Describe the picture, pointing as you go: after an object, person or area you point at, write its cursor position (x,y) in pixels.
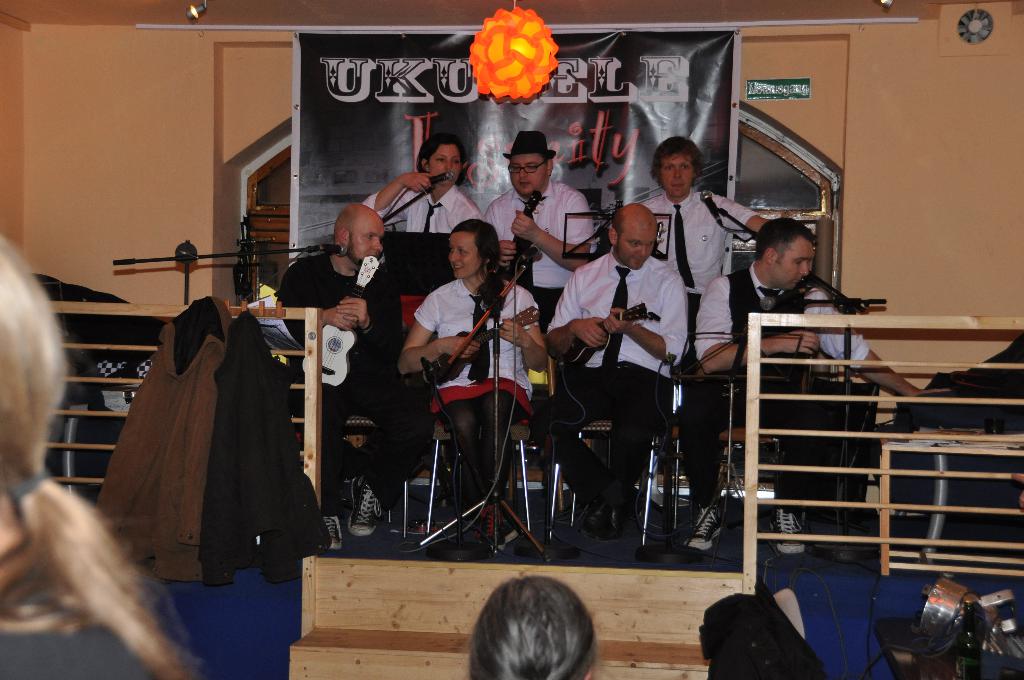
In this picture we can see group of boys and girls (627,340) are performing musical band on the stage (402,551), From right we can see a boy (745,304) wearing white and black jacket (741,305) singing on the microphone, Middle a girl (448,324) playing ukulele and on the right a boy (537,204) playing ukulele (578,353), On the top left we can see a girl (432,159) is singing. Behind we can see a black banner (385,173) hanging on the wall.
